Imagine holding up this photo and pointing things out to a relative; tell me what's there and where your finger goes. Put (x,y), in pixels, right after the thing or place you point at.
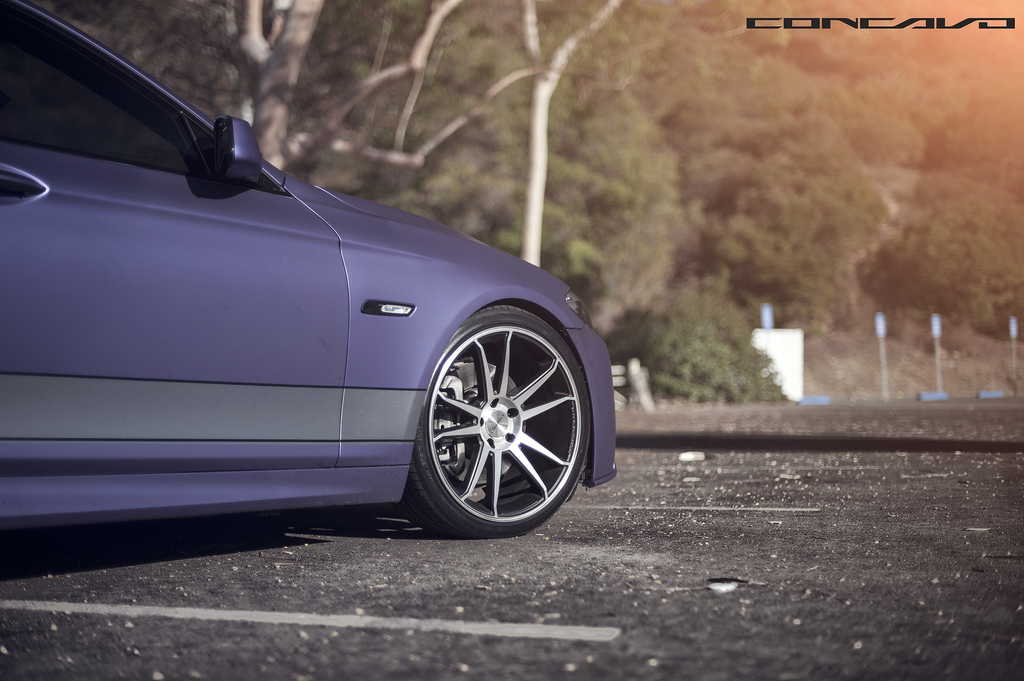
In this image, we can see a vehicle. We can see the ground (905,453). We can see some plants (688,370), trees (858,177) and poles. We can also see some white colored object (790,336). We can also see some text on the top right corner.
